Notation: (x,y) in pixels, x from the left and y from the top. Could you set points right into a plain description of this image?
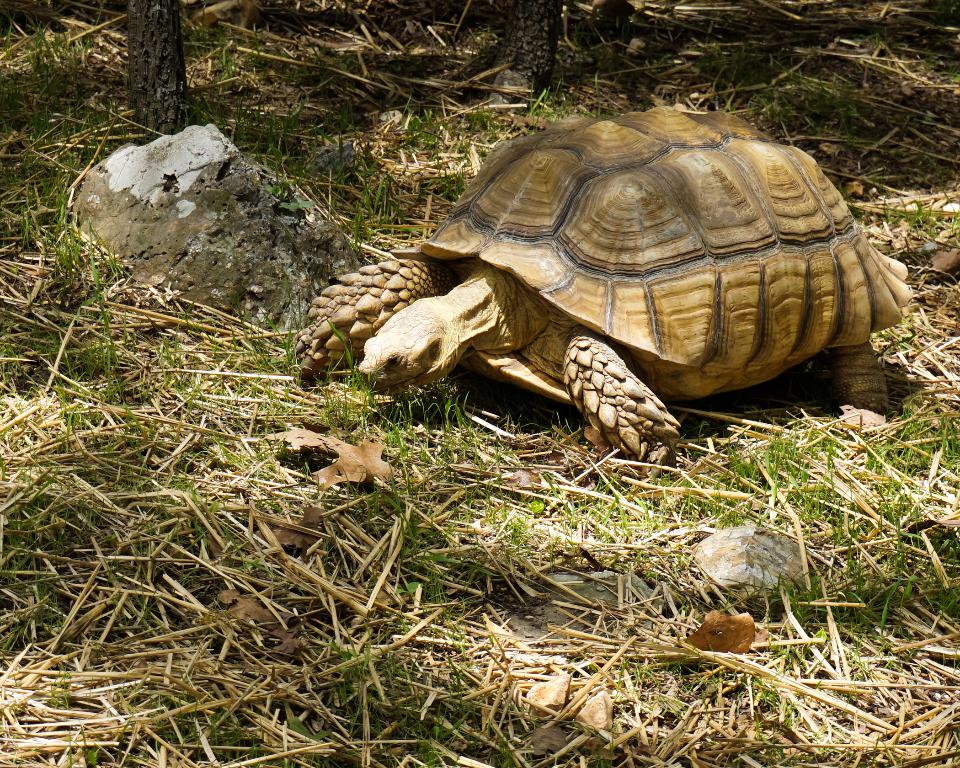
In the image we can see the tortoise (617,247), stones (108,165), grass (547,513) and dry grass (440,653).
